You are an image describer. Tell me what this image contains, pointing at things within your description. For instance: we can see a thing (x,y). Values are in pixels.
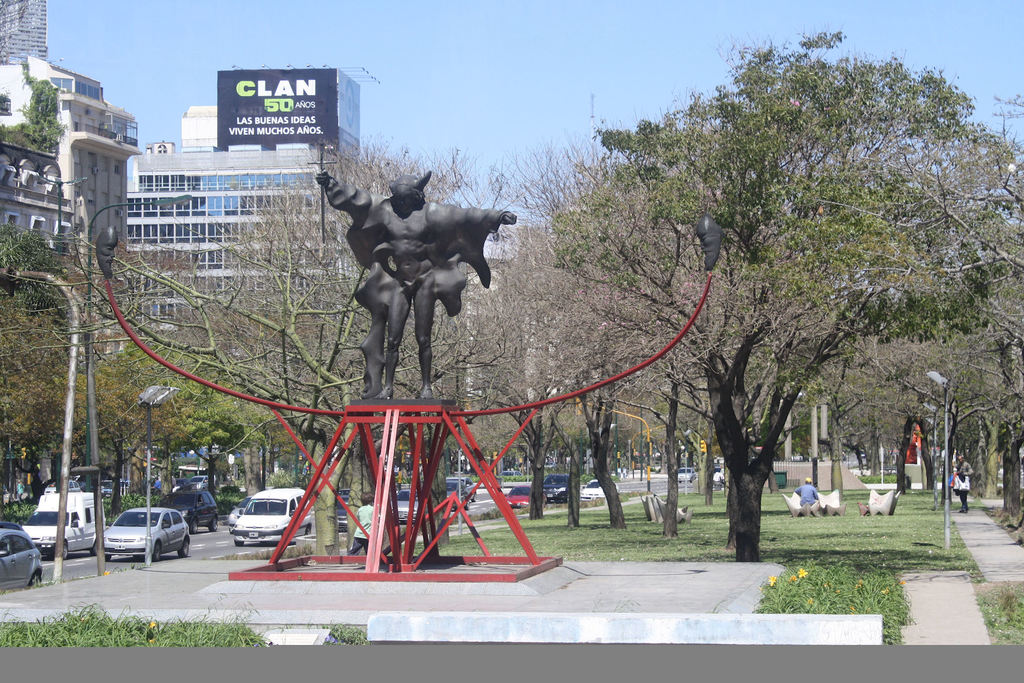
In the image we can see the sculpture (432,264) and metal decoration (433,480). Here we can see trees (339,329), buildings (227,225) and windows (212,213) of the buildings (222,196). There are even vehicles (165,550) on the road (224,551) and here we can see the benches (663,501) and we can see there are people (804,501) wearing clothes (813,491). Here we can see grass (812,556), poles (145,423), trees (554,247) and the sky (539,96). Here we can see the poster (282,135) and text (286,84) on the poster (282,135).
